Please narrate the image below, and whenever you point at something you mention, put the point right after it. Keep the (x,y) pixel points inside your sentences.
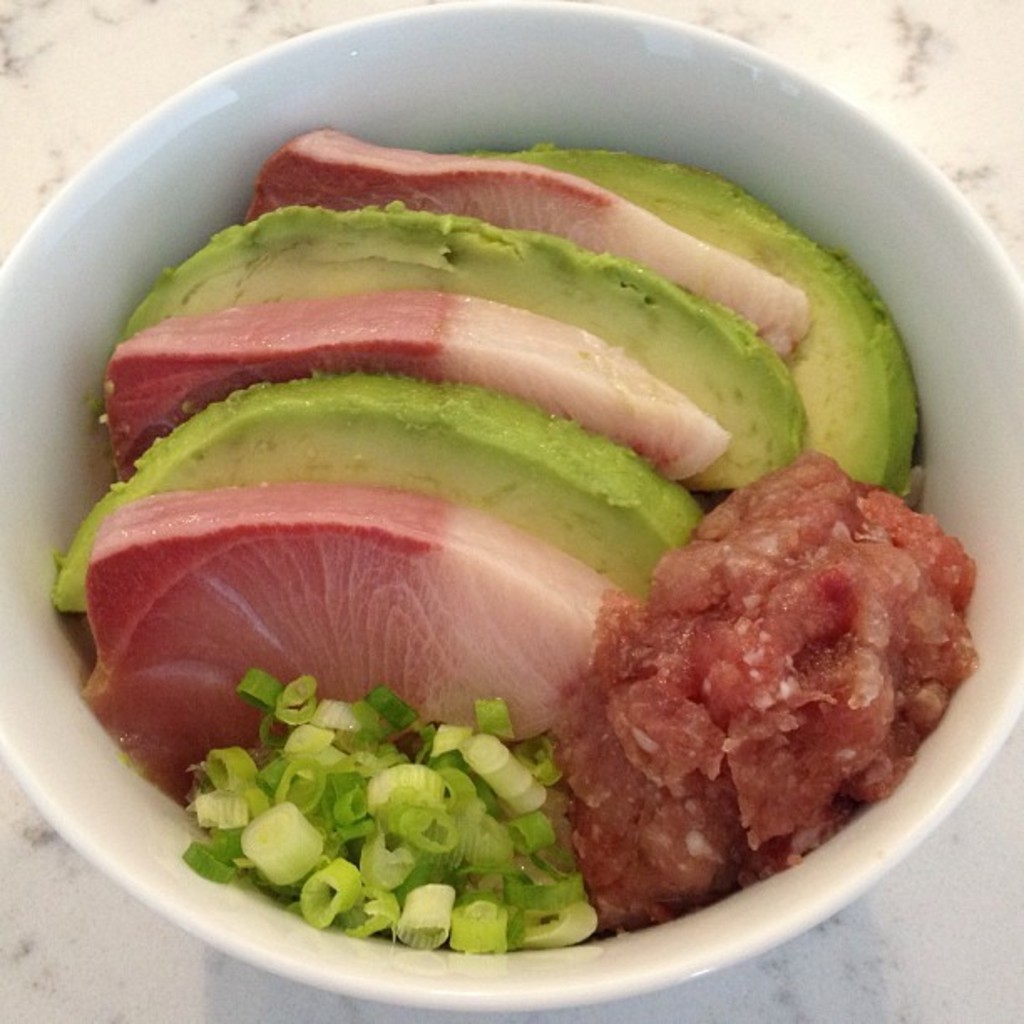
In this picture, we see a white bowl (40,438) containing the spring onions (372,886), meat (452,705) and a green color eatables (435,483). This bowl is placed on the white table (84,81).
